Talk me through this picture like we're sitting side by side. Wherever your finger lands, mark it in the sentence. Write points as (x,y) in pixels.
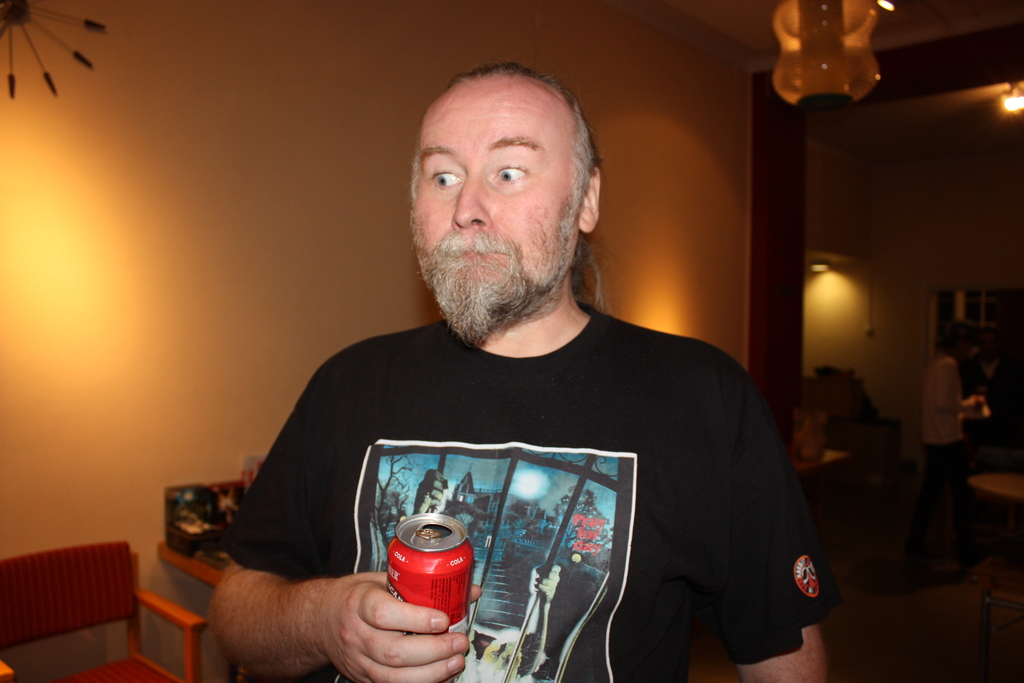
In this image there is a person (422,616) holding a coke can (467,610). Left bottom there is a chair (113,603). Beside there is a table (217,569) having few objects (204,524) on it. Right side (931,633) a person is walking on the floor (925,617). Few tables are on the floor (915,604). Top of the image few lights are attached to the roof (939,28). Left top an object (6,17) is attached to the wall (295,67).
